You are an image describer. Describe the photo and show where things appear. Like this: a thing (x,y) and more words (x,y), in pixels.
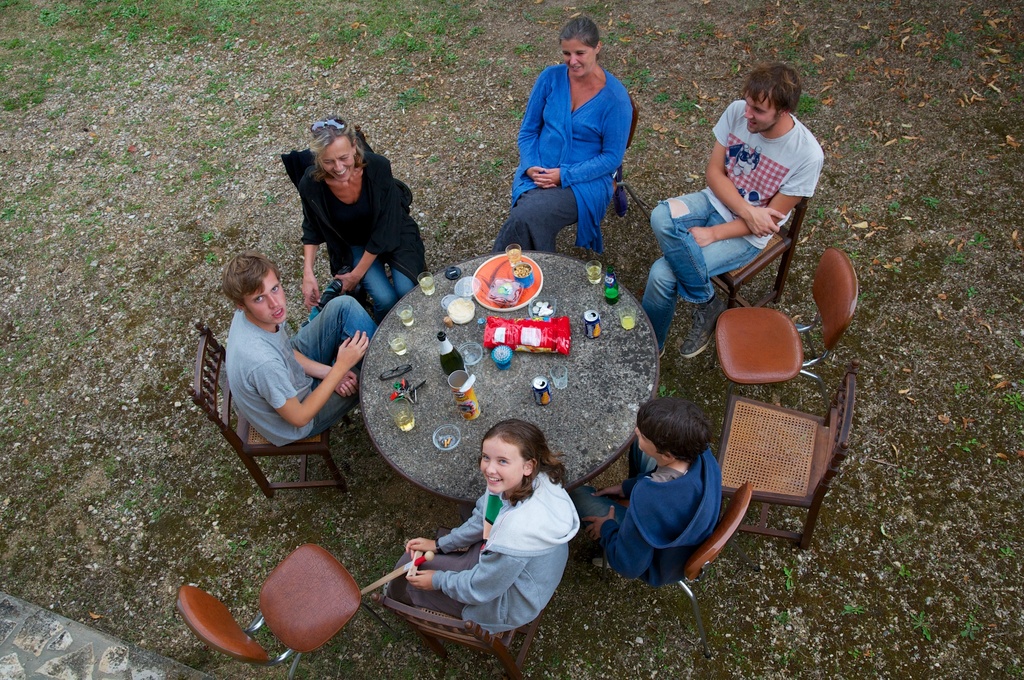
In this image we can see a group of people (540,573) sitting on chairs (283,449) placed on the ground (574,579). One girl (498,559) is holding a sword (407,562) in her hands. In the center of the image (558,385) we can see the group of bottles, glasses (558,372), plate (481,289), cans (536,394), spectacles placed on the table (446,418). In the background (580,13), we can see the grass (155,48).
